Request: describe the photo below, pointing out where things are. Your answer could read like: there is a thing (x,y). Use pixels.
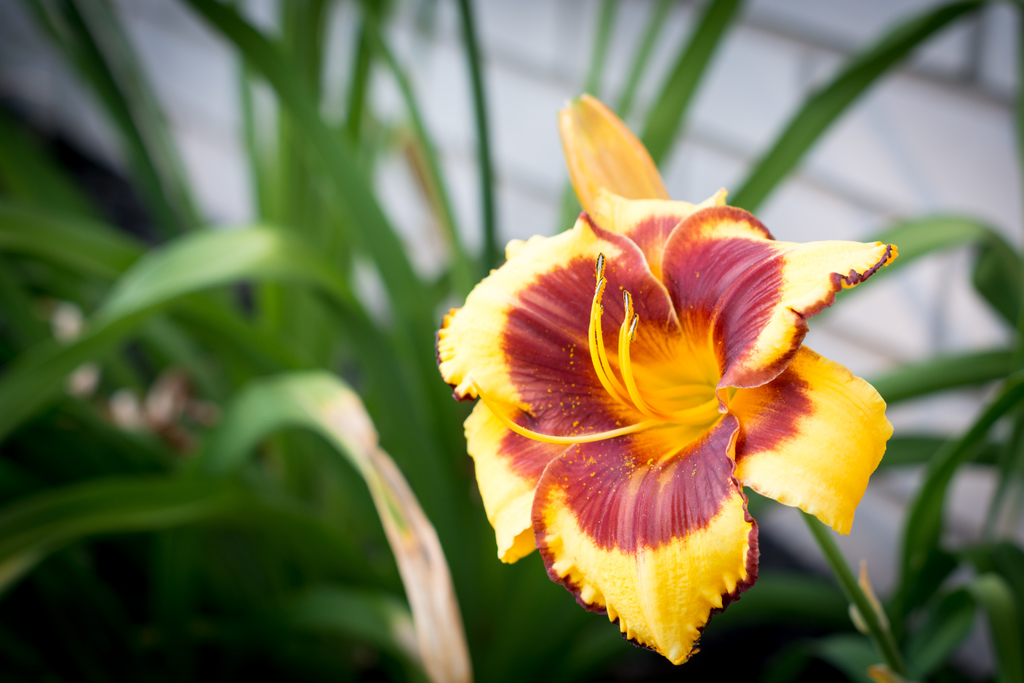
In the picture we can see a flower (708,537) which is yellow in color with some part (624,464) red in it to the plant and beside to it, we can see a grass plant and a white color wall kind of thing (524,161) behind the plants (568,120).
